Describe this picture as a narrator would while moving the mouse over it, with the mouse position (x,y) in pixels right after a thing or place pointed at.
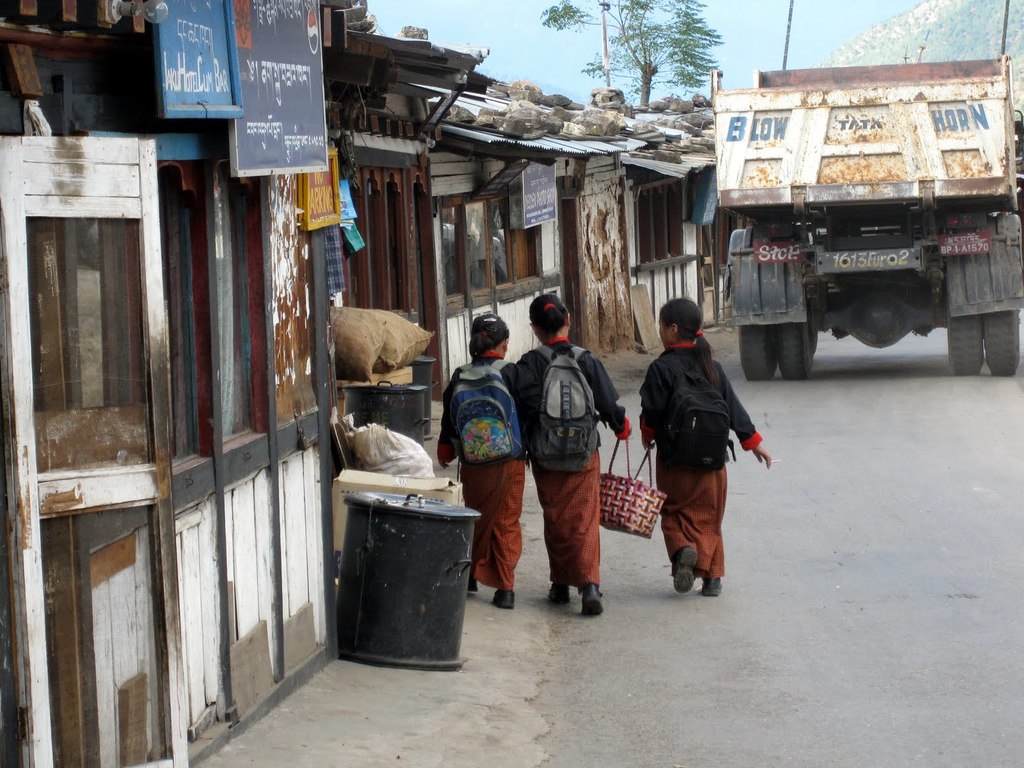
In this picture we can see three persons (691,361) walking on the road (653,643) with their backpacks (573,409). And there is a truck (830,168) on the road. These are the stalls (295,391), and these are the boards (520,182). There is a tree (671,60) and even we can see the sky (546,54) here.
